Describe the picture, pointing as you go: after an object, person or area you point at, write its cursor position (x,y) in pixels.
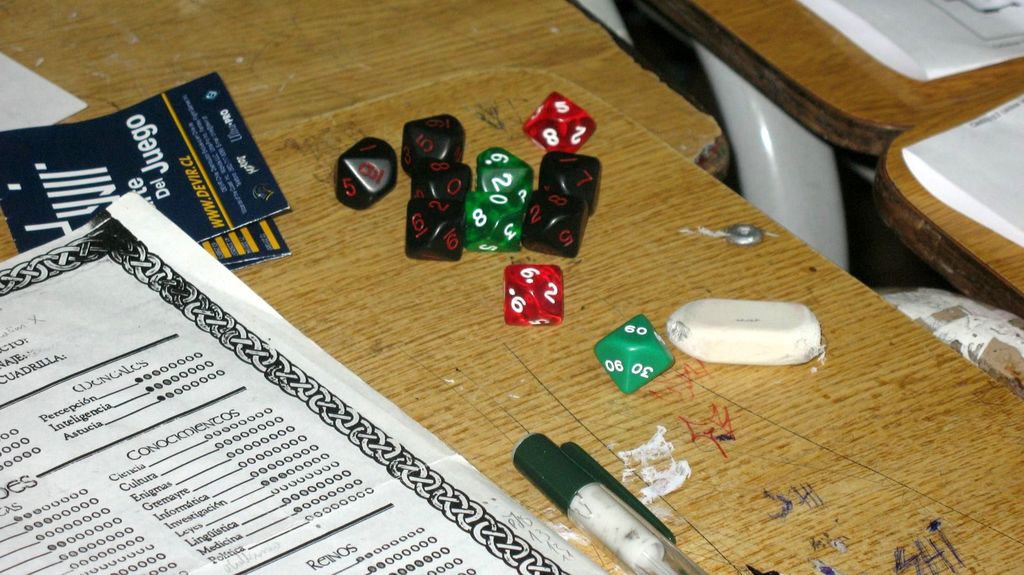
In this picture we can see dices (421,246), an eraser (695,315), a pen (611,500), a paper (199,442) and cards (169,194) on the wooden surface (305,200). In the top right corner of the image (846,35), there are papers (886,55) on the tables (886,138). Under the table (825,130), it looks like an iron object (800,188).
